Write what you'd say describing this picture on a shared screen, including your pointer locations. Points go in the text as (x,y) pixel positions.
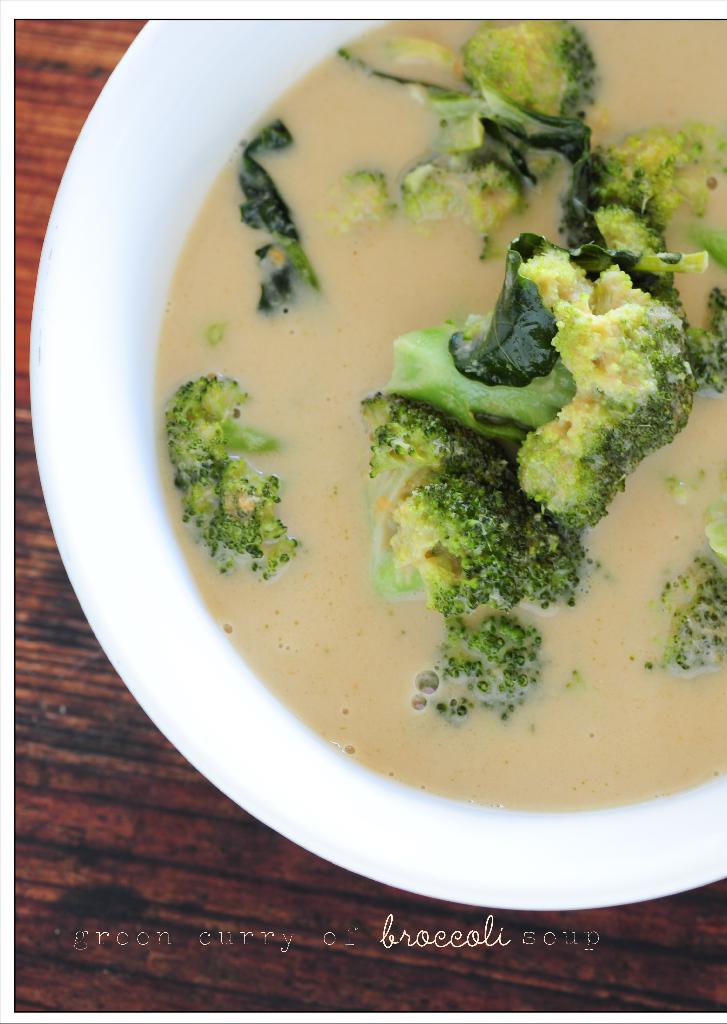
On this wooden platform (95,857) we can see a bowl (267,808) with food (511,473).
